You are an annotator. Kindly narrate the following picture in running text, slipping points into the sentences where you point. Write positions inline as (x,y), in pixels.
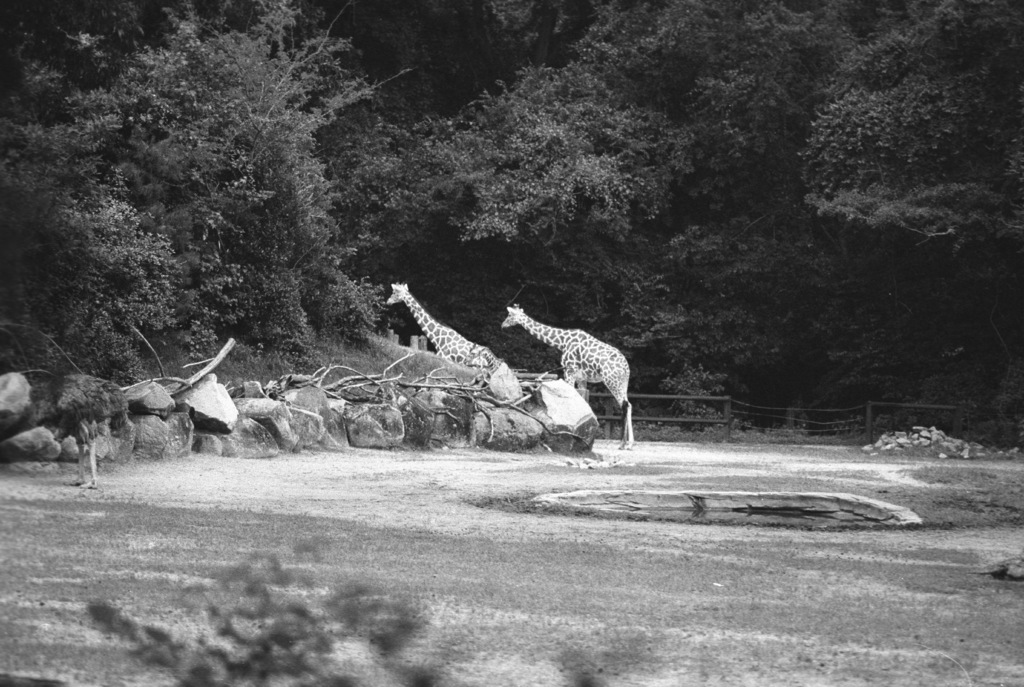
This is a black and white picture. At the bottom (482,589), we see the soil (698,641) and the water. On the left side (144,370), we see the rocks (253,406) and trees (257,344). In the middle (631,416), we see two giraffes (598,361). Beside that, we see the railing (838,427). On the right side (934,445), we see the stone heap (918,441). There are trees (572,151) in the background (433,247). This picture might be clicked in a zoo (542,555) or in the forest (475,321).
